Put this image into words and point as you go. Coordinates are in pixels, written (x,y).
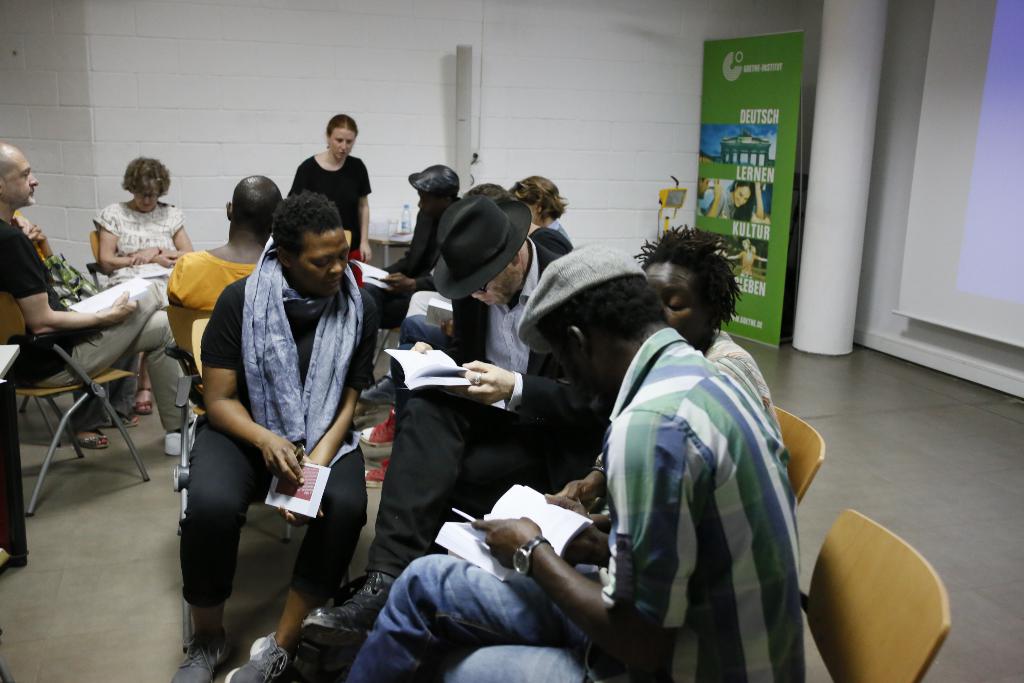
In this image there are group of persons (410,424) who are sitting on the chairs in a room (686,213).
